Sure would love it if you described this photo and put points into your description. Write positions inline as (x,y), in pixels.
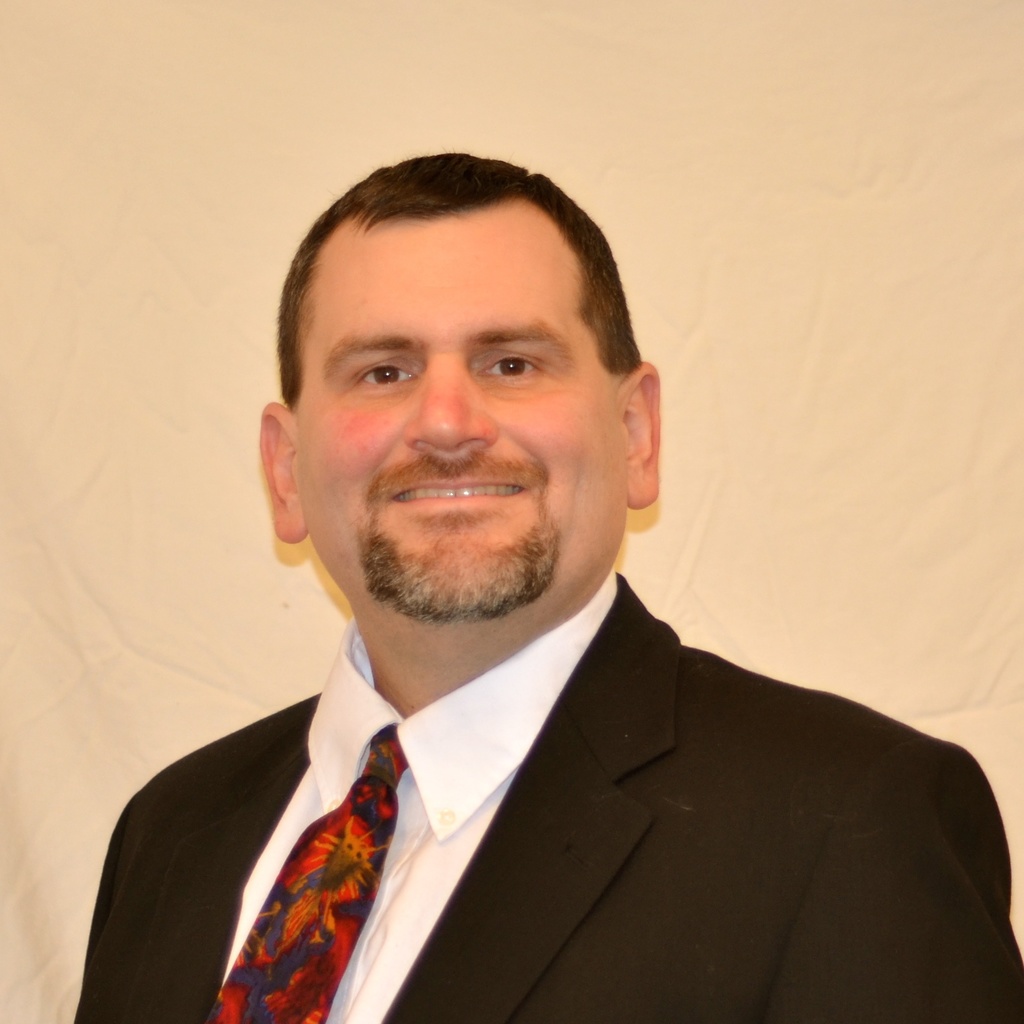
In this image I can see a man (427,742). I can see the white background (804,604).
